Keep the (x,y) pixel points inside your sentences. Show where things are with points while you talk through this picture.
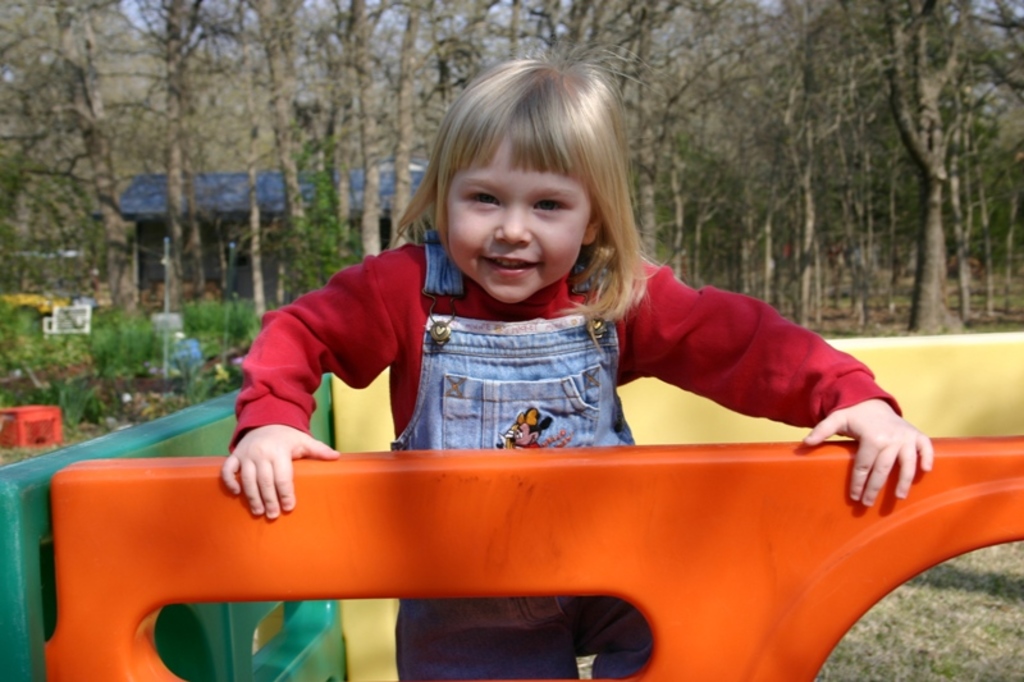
In this picture we can see small girl (324,363) wearing red color t-shirt (347,373) and denim overalls (482,376) playing in the ground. In the background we can see many dry trees (342,119) and blue color shade house (238,255).
